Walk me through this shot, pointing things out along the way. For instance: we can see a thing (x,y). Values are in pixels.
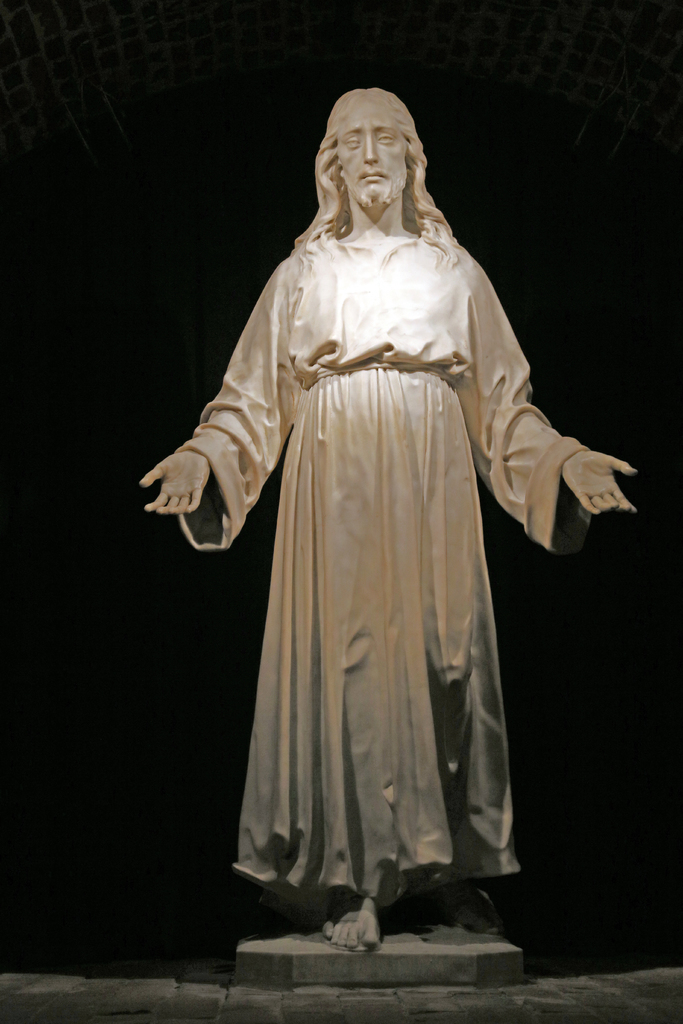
In this picture there is a statue (286,388) of a person (350,475) standing.
